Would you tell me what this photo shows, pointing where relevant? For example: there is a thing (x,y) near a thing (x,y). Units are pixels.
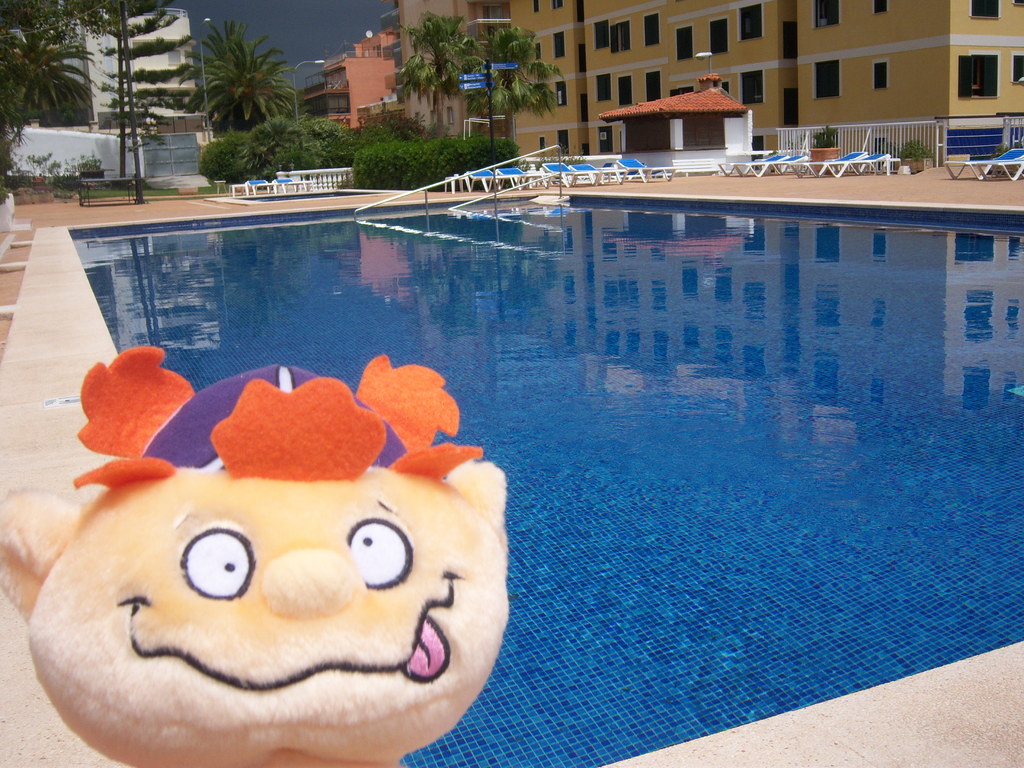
In this picture I can see there is a doll (353,627) and there is a swimming pool (534,447) here. It has water (714,287) in it. There are few chairs (589,178), plants (413,156), trees (275,125) and buildings (571,74) in the backdrop (818,104).
